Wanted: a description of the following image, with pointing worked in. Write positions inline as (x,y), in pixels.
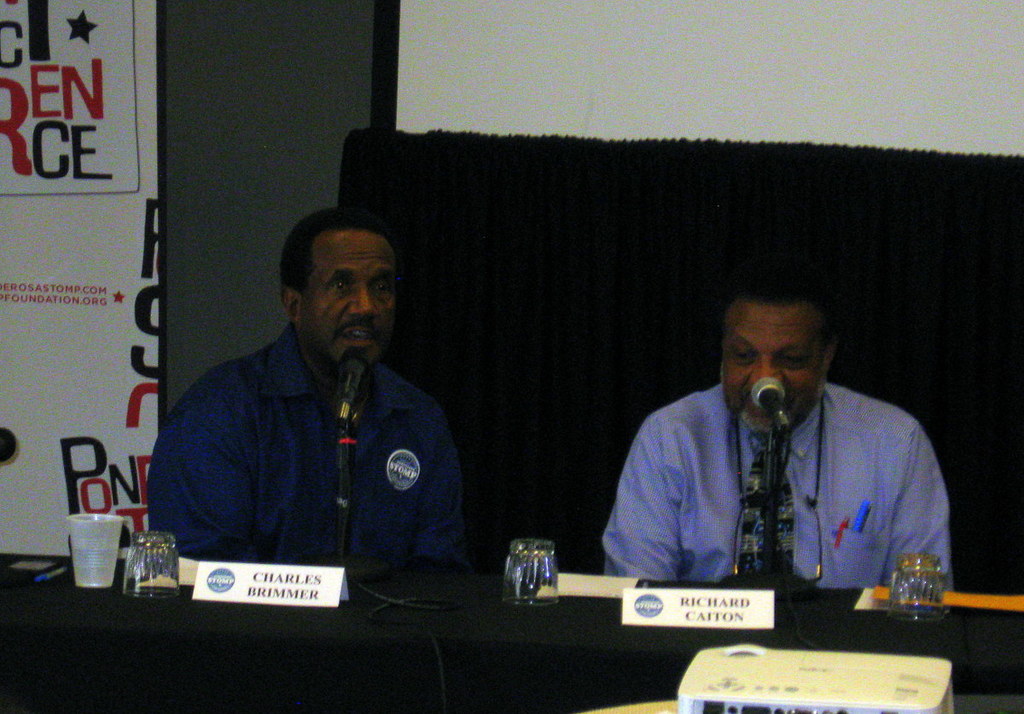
In this image I can see two person (916,547). The person (452,463) in front (384,415) wearing blue color dress (406,418), I can also see two microphones (355,410), glasses (540,564) on the table (483,632). Background (322,110) I can see a wall (331,99) in gray color and I can also see a white color banner (86,140).
